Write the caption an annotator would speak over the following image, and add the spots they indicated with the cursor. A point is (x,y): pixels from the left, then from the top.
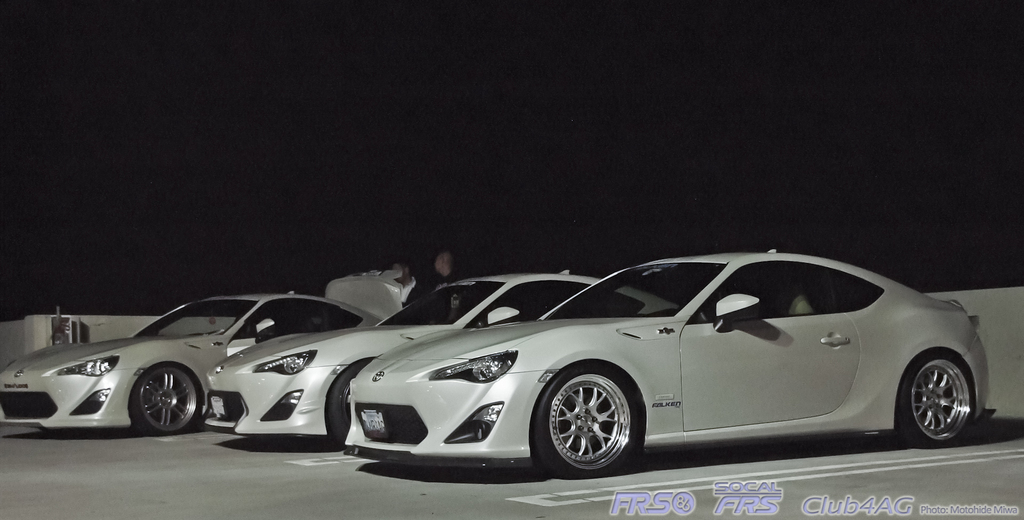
In this image we can see the cars (498,403) parked on the path (697,450). We can also see two persons (444,265) standing. In the background (47,331) we can see the wall (994,332) and at the bottom (635,500) we can see the text (773,503). We can also see the sky (483,158).
